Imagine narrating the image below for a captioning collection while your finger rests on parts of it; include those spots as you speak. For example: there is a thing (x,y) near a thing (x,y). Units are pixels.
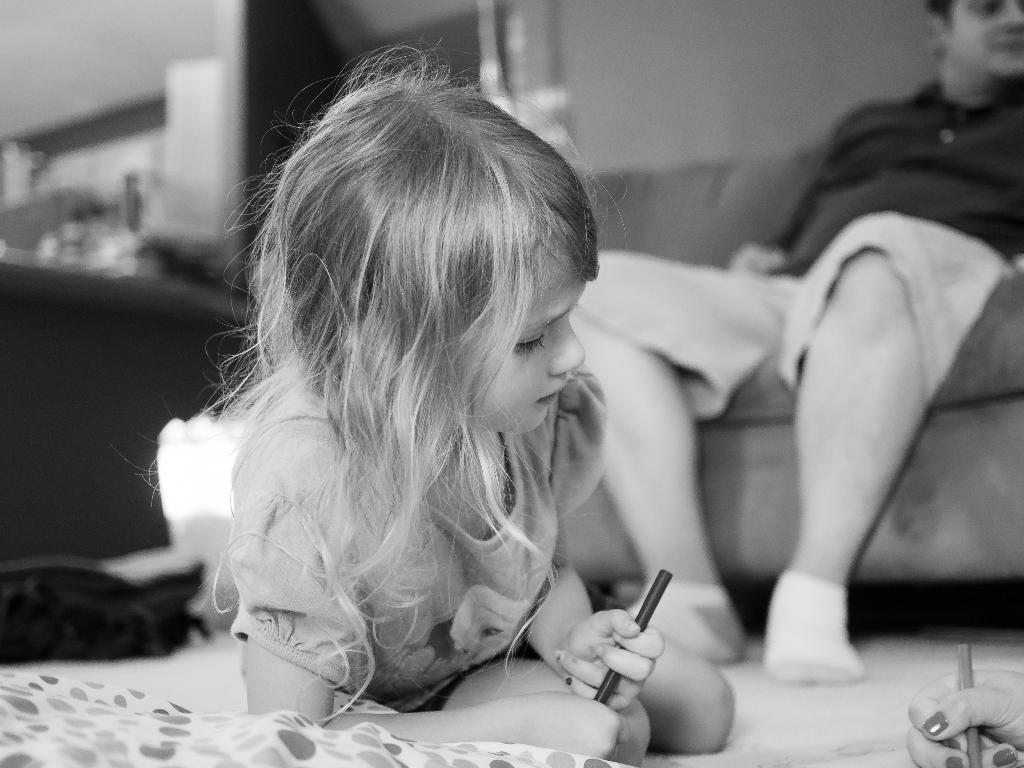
In this picture I can observe a girl (400,437) in the middle of the picture (431,389). On the right side (845,227) I can observe a person (866,382) sitting on the sofa (607,247). This is a black and white image.
